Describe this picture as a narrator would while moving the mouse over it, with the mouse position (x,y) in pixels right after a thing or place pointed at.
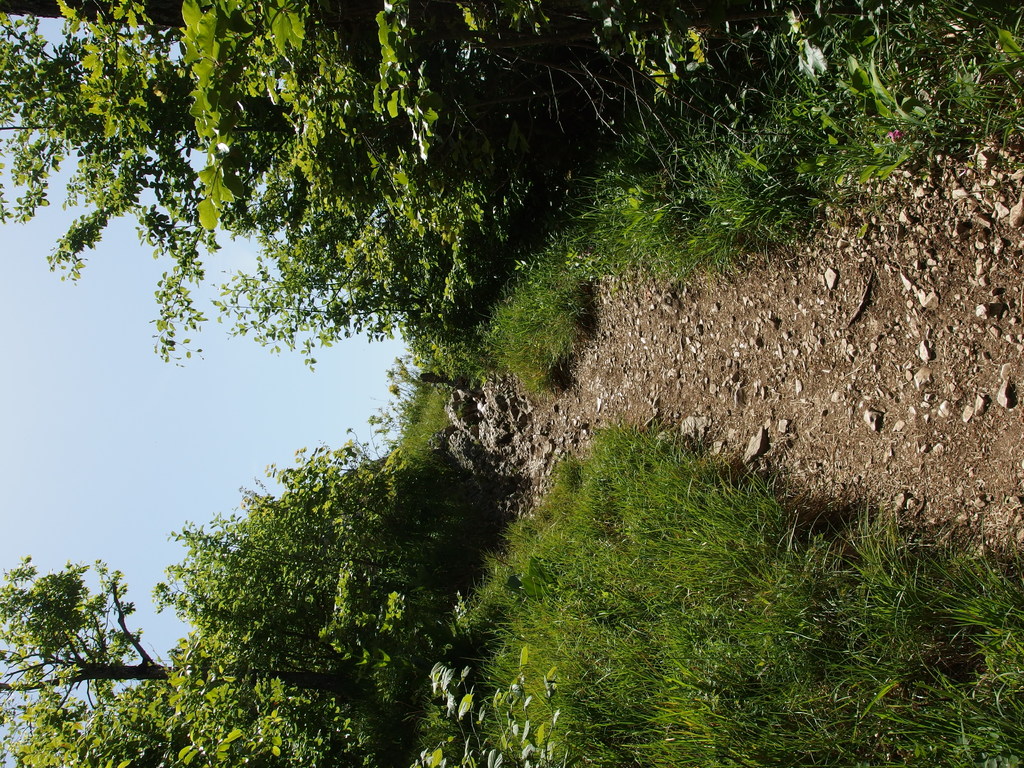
In this image I can see there are trees (406,550), on the left side (179,419) it looks like the sky (235,427).
